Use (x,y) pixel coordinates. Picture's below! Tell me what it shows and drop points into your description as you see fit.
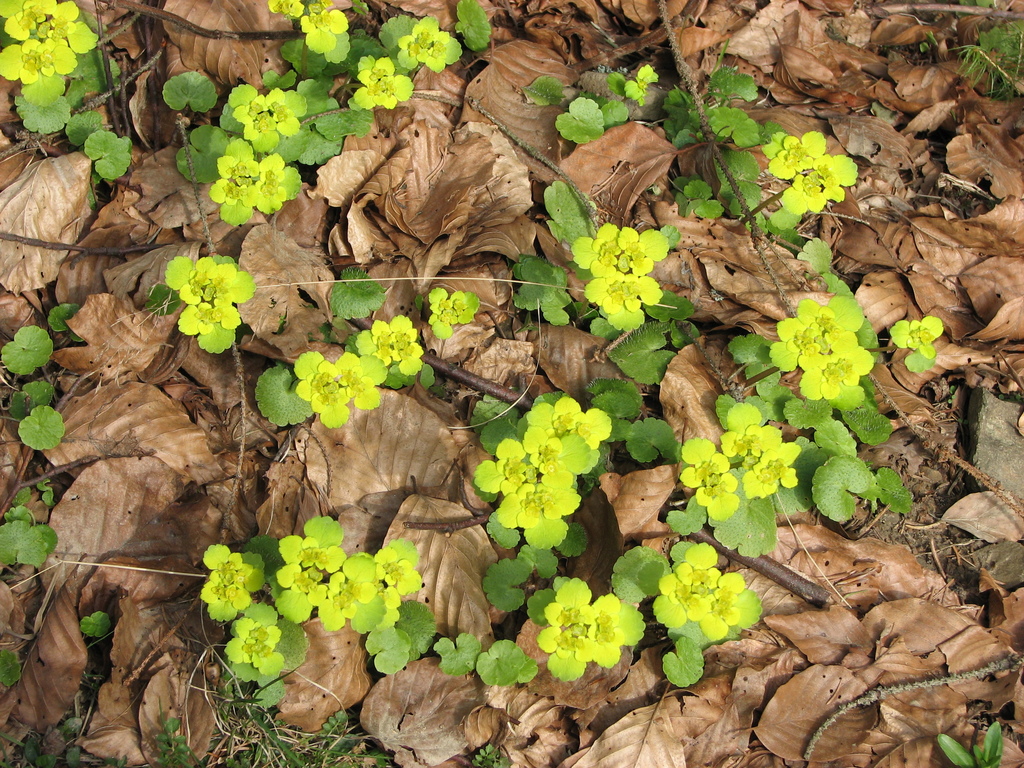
In the image there are small plants (575,608) on the land (443,237) with dry leaves (441,213) all over it.
